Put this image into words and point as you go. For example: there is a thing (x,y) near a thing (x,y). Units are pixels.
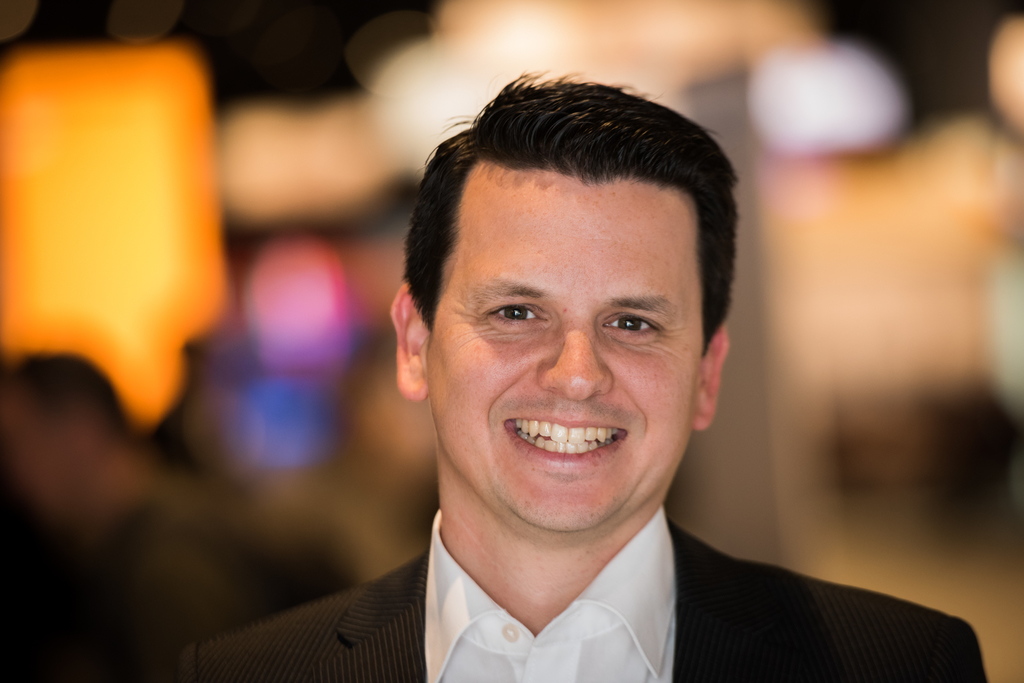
In the image there is a man (543,431), he is smiling and posing for the photo and the background of the man (623,524) is blur.
